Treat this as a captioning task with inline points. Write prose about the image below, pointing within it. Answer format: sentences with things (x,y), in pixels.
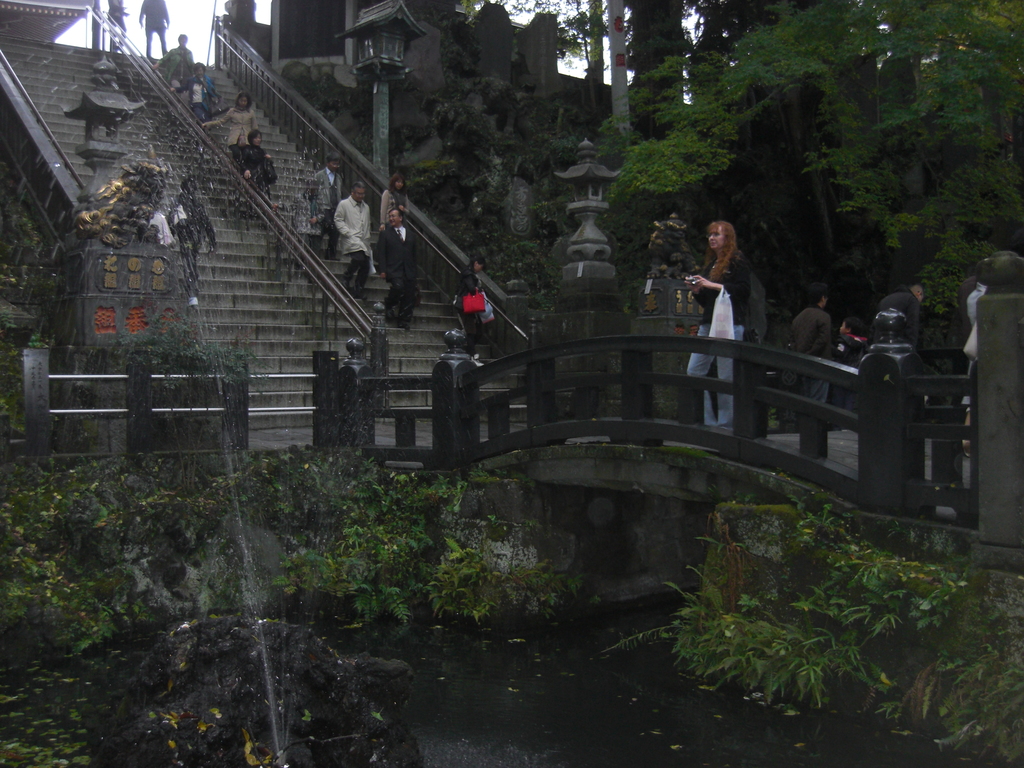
In this picture we can see water (620,724) at the bottom (614,710), there are some plants (99,589) in the front (64,594), on the right side (694,493) there is a bridge (739,493), we can see stairs (298,271) in the middle (394,299), there are some people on the stairs (431,296), on the right side (851,76) we can see a tree (804,57), we can also see a light (384,44) in the middle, we can see the sky (195,18) at the top of the picture (194,18).
